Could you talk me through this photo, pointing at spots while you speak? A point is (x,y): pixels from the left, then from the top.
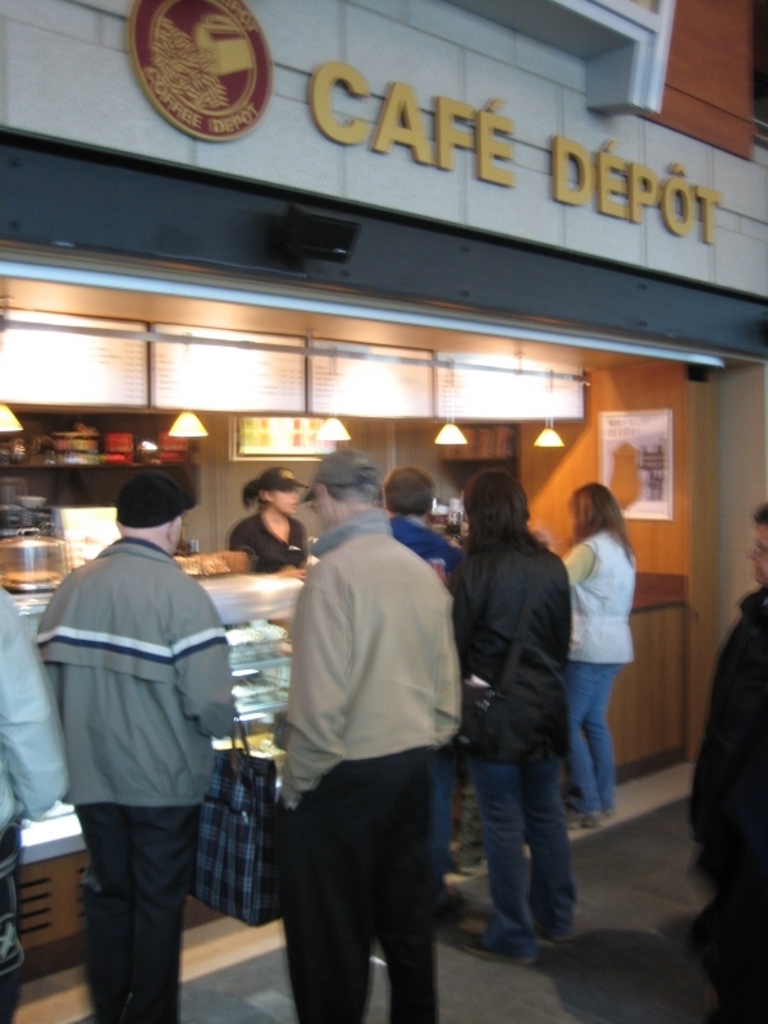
In this image we can see there is a shop (707,622) with name cafe depot, in front of that there are so many people (319,728) standing also there is a shopkeeper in the shop (199,202).
